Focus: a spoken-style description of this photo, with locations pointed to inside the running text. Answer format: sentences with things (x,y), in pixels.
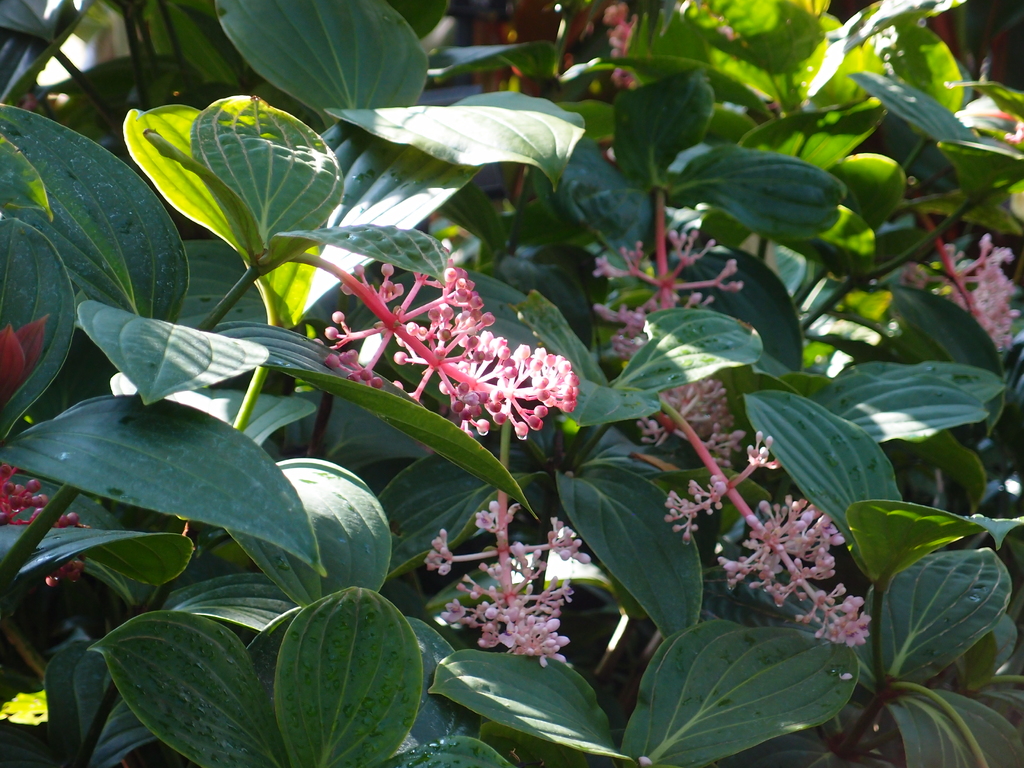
Here in this picture we can see plants (378,513) all over there and we can also see flowers (492,321) of it present over there.
